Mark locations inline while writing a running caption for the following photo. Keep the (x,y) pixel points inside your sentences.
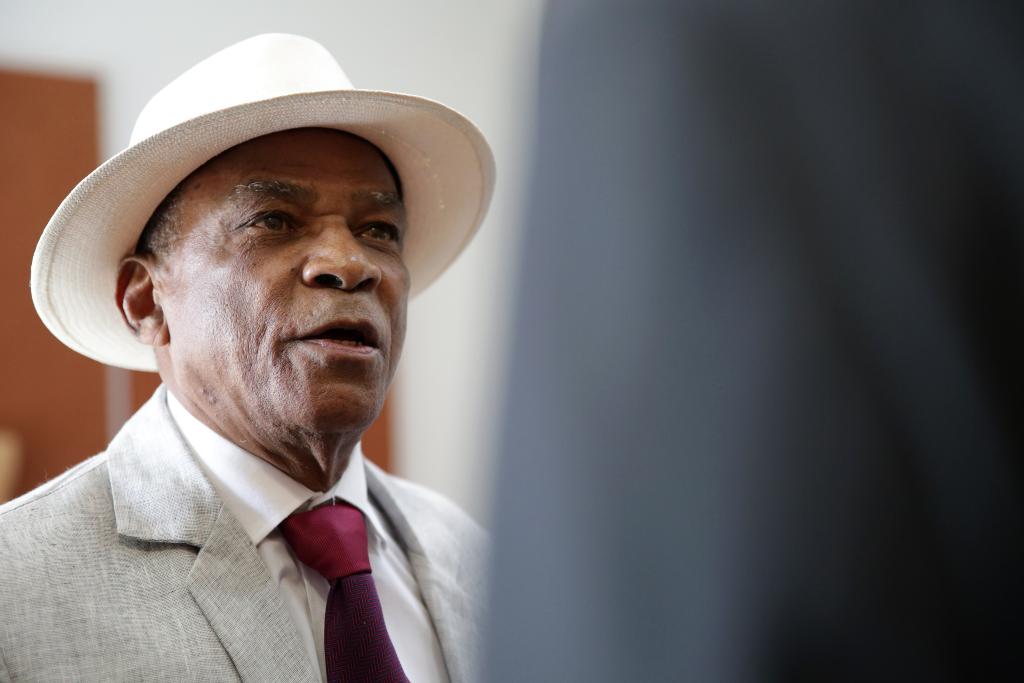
In this picture there is man (104,611) wearing a light grey color suit (156,541) with white hat (181,80) standing on the left side of the image (174,628).
